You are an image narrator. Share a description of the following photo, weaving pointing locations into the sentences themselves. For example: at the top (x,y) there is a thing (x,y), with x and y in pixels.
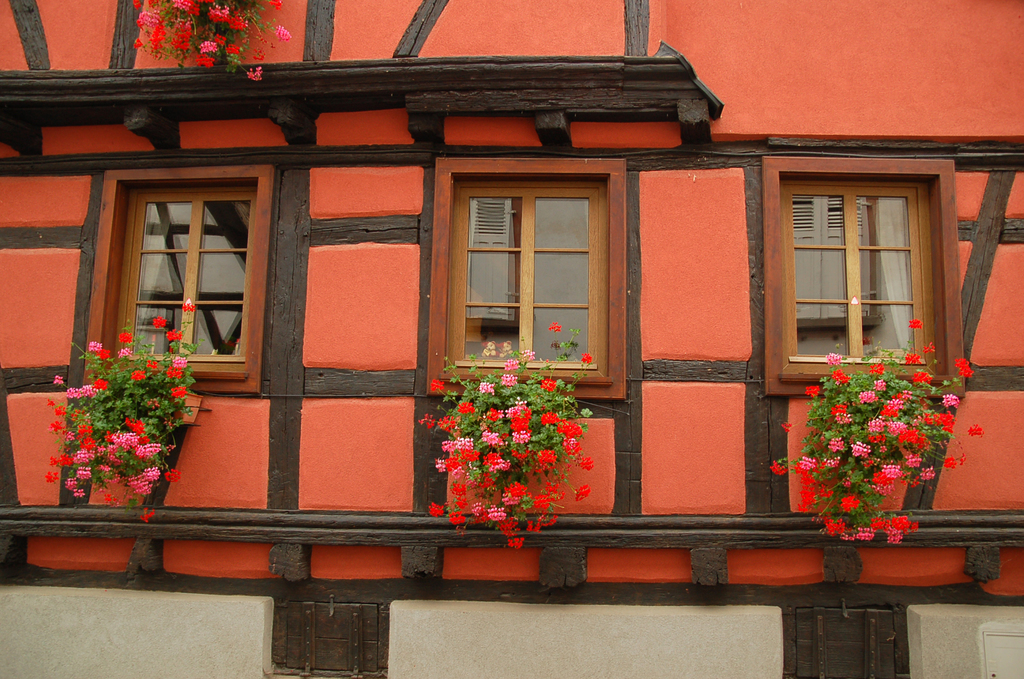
In this image there is a building (630,263) having windows (478,279). There are few pots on the shelf (108,516). Pots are having plants (166,395) which are having few flowers (141,430).
